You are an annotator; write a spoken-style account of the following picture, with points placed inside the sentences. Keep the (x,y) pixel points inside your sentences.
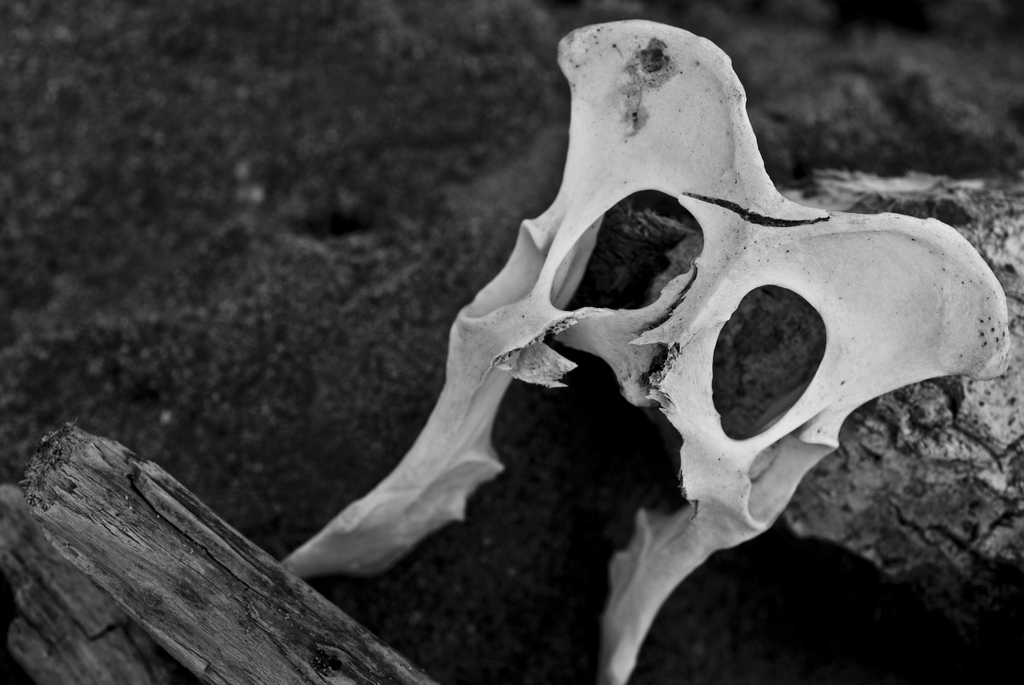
It is a black and white image of a pelvis bone (655,328). Image also consists of a wooden stick (119,551) and also rock (1007,249).
